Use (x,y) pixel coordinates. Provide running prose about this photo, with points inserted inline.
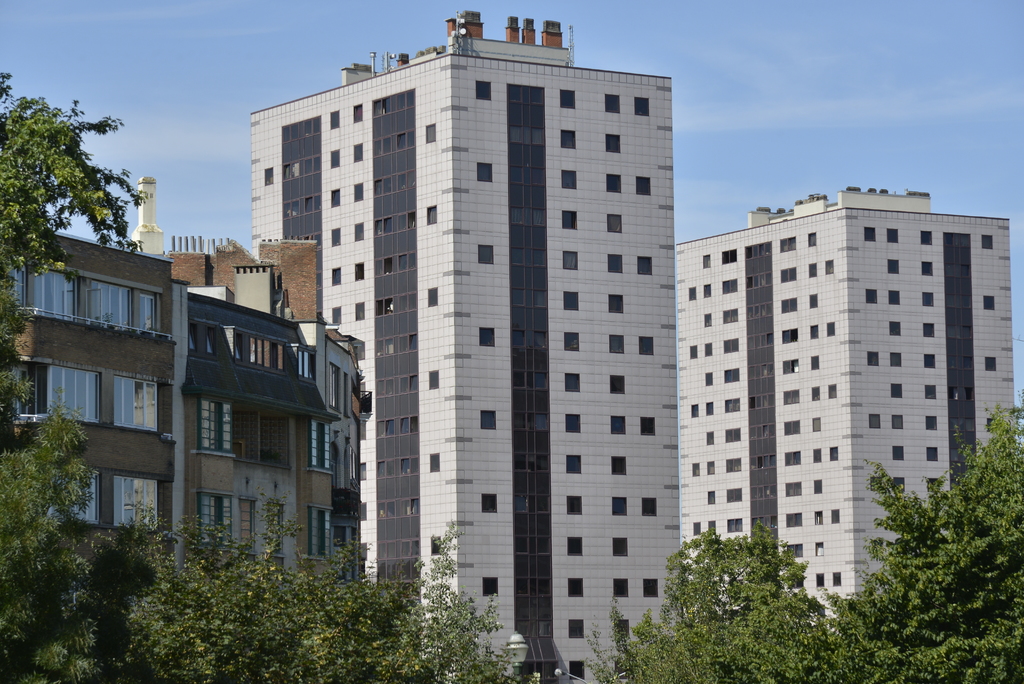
In this picture we can see trees (150,610), light poles (572,677), buildings (555,476) with windows (148,421) and in the background (774,44) we can see the sky (604,21).
